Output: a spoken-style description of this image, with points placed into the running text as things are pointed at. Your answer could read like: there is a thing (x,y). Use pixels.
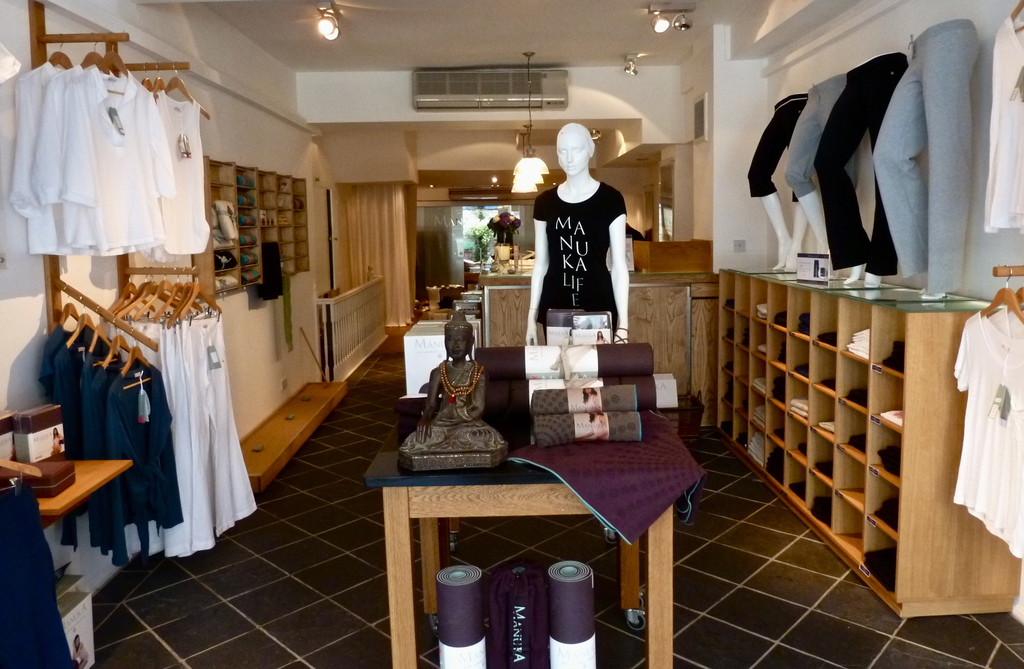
In this picture we can see a statue (464,344) on the platform (516,468) and this platform (501,486) is on the floor (733,489), here we can see mannequins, clothes (1010,213), shelves (780,491), lights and some objects (554,434) and in the background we can see a wall (995,239), roof (379,27).
